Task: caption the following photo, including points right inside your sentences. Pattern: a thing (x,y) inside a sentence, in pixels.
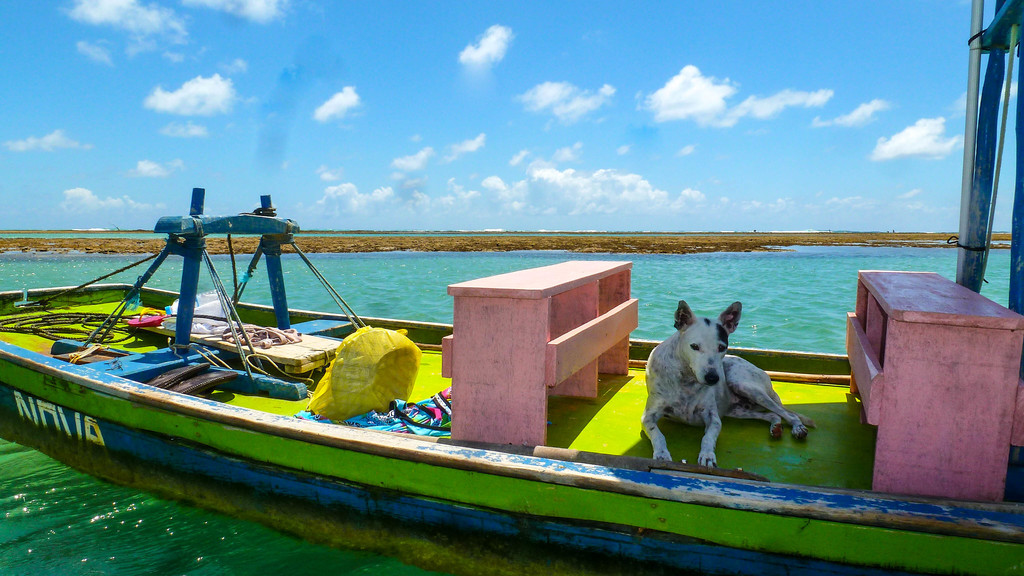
On the right side (777,437), there is a dog (655,372) on the light green color surface (757,431) of a boat (961,550), on which there are wooden benches (940,323) and other objects (972,181). This boat (520,546) is on the water (775,280). In the background (858,237), there is dry land (502,238) and there are clouds (928,143) in the blue sky (583,70).
